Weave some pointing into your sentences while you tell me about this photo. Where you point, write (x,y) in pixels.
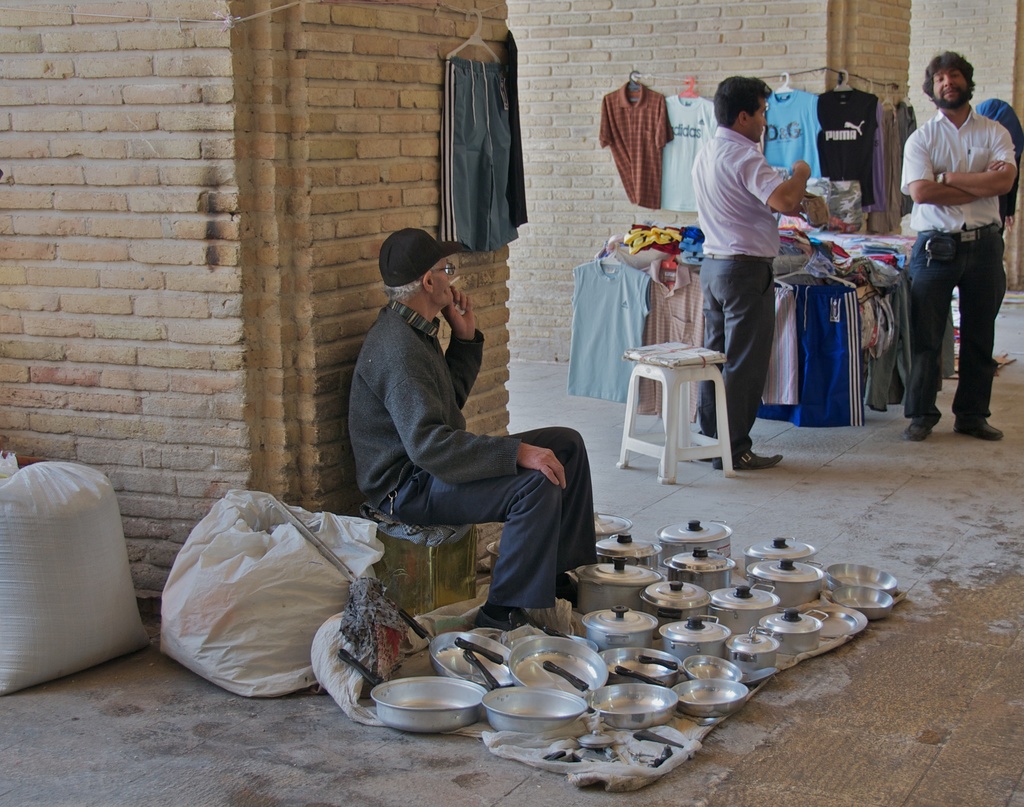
In the foreground of the picture (267,451) there are kitchen utensils (610,645), mat (679,718), floor (930,788), bags (200,590), person (504,561), stool (440,564), hanger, cloth (471,151) and brick wall (96,179). In the middle of the picture (634,270) there are people (704,175), clothes (794,239), stool (629,408) and other objects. In the background (744,36) we can see brick walls (759,44).
